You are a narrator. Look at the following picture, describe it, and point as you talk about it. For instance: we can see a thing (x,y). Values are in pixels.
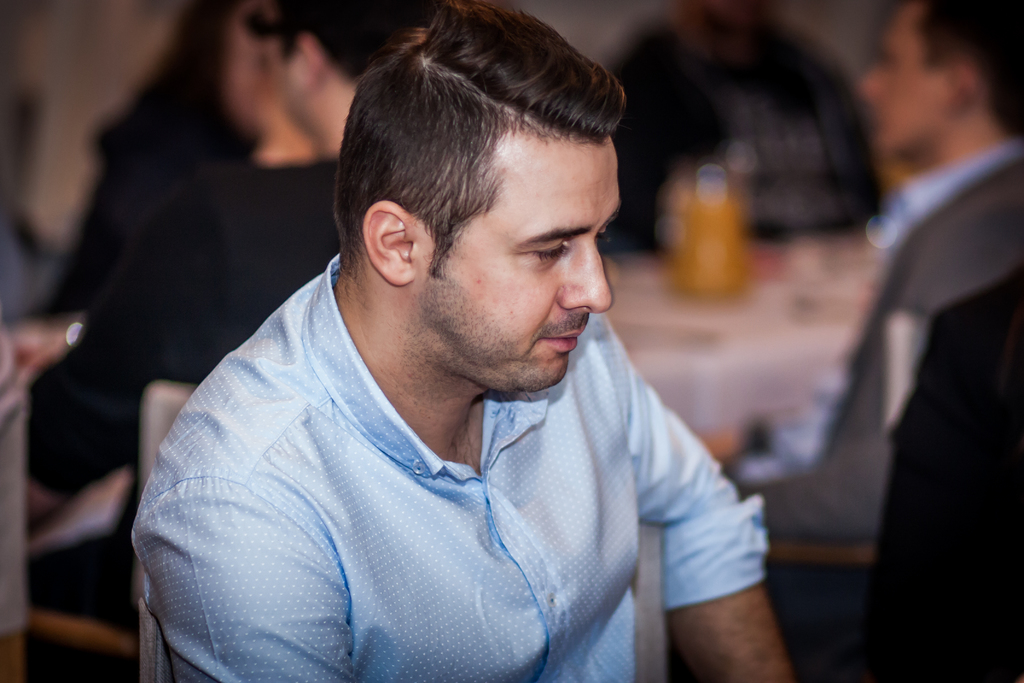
In the center of the image (355,327), we can see a man (453,471) sitting on the chair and in the background (150,160), there are some other people (241,125) sitting and we can see a table (728,343).
